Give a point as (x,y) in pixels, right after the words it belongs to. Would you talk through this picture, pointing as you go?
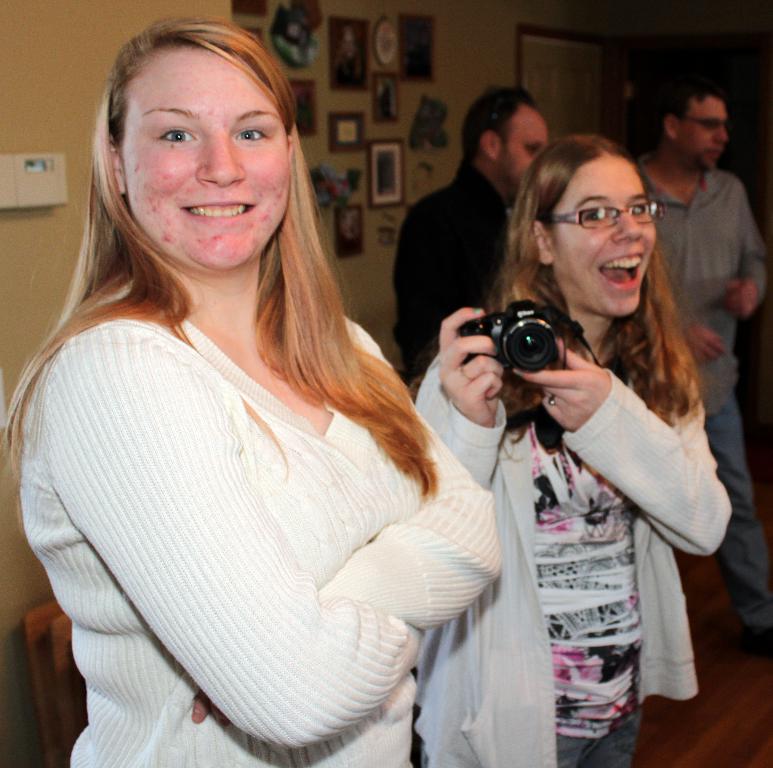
In this image I see 2 girls (633,343) who are smiling and one of them is holding a camera (581,326). In the background (122,14) I see the wall (140,10) and few things (257,13) on it and 2 men (427,198) over here.
